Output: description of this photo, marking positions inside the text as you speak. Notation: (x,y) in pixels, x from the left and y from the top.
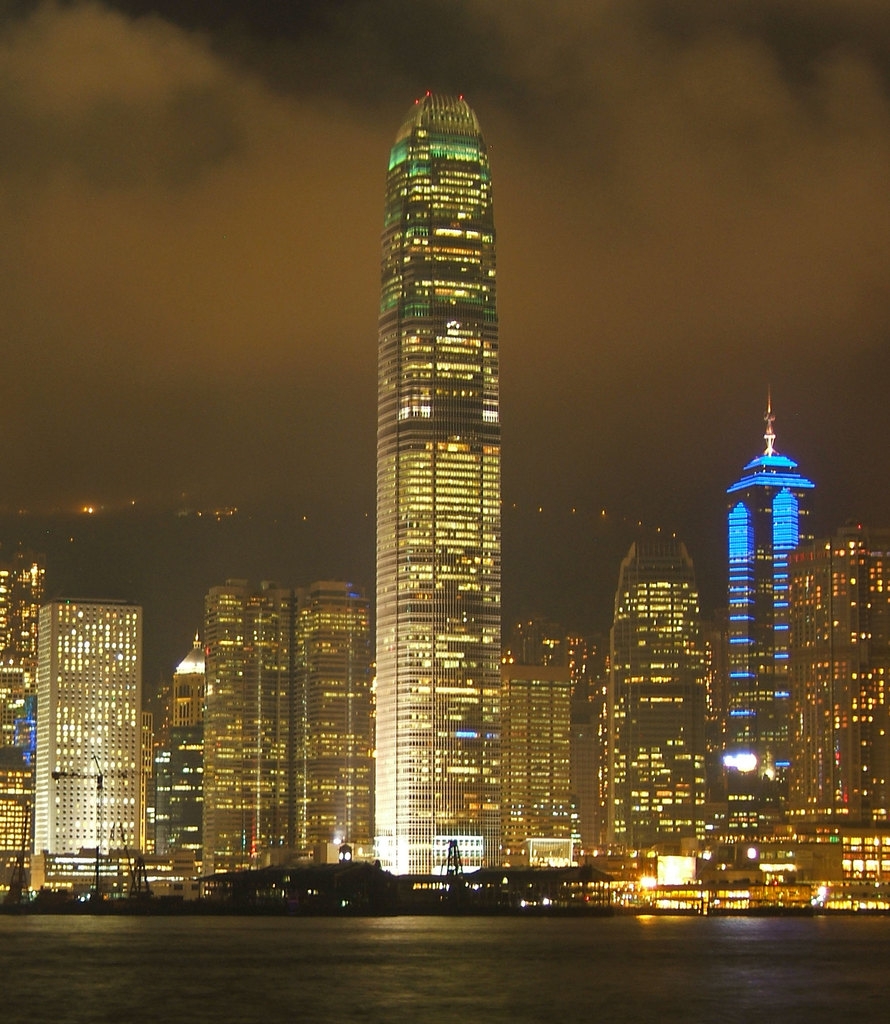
In the foreground of this image (607,985), there is water (649,976). In the middle (485,565), there are buildings (445,686) and skyscrapers (755,663). In the dark background (312,507), there are few lights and the sky (292,118).
